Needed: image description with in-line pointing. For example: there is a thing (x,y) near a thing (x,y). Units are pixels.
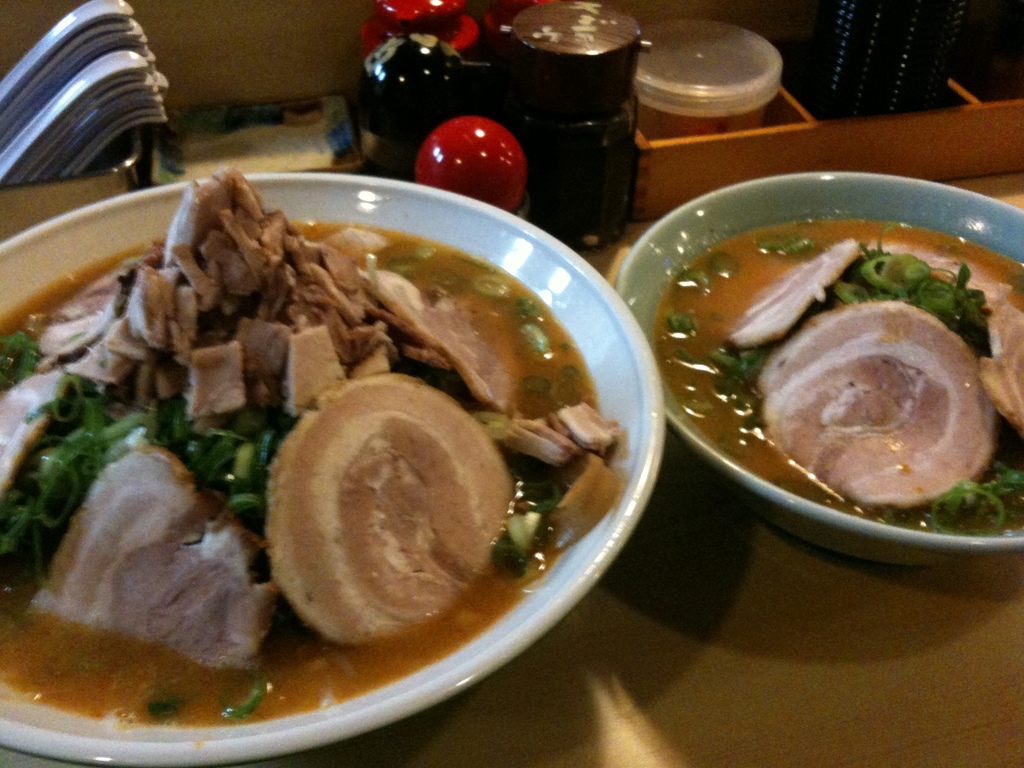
In this image we can see food (472,373) in the bowls (652,401). There are bottles (598,5), box (728,149), plate (322,131), and few objects (280,139) on a platform (970,627).
